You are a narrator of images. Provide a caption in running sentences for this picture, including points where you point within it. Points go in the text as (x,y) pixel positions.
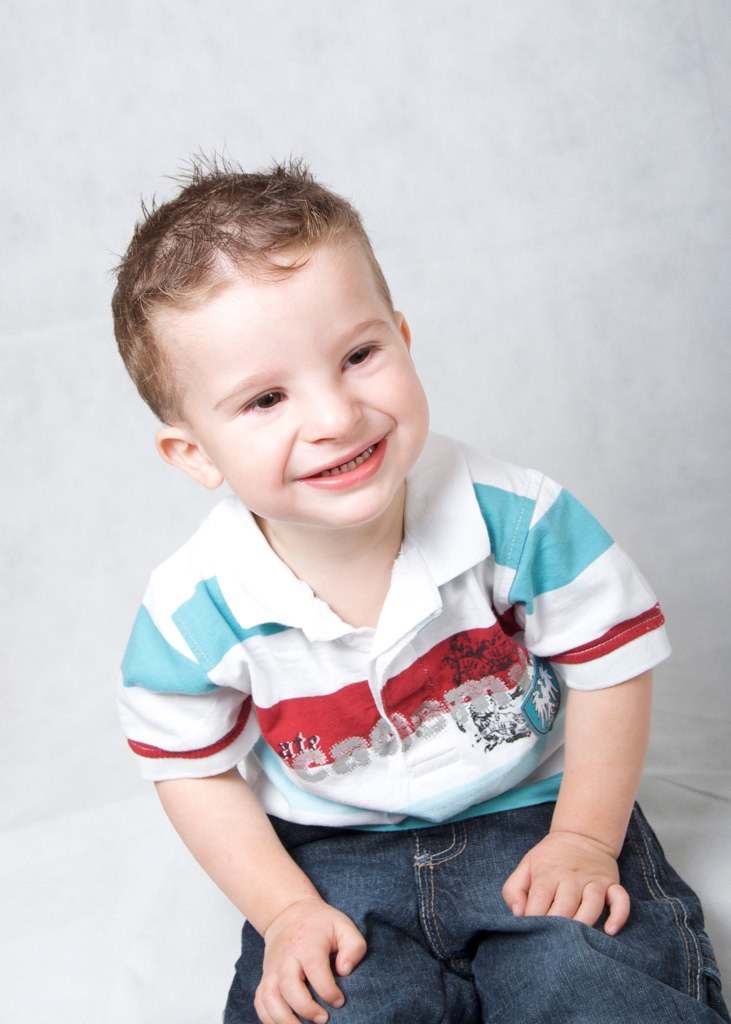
In this image we can see a boy (399,753) smiling.
